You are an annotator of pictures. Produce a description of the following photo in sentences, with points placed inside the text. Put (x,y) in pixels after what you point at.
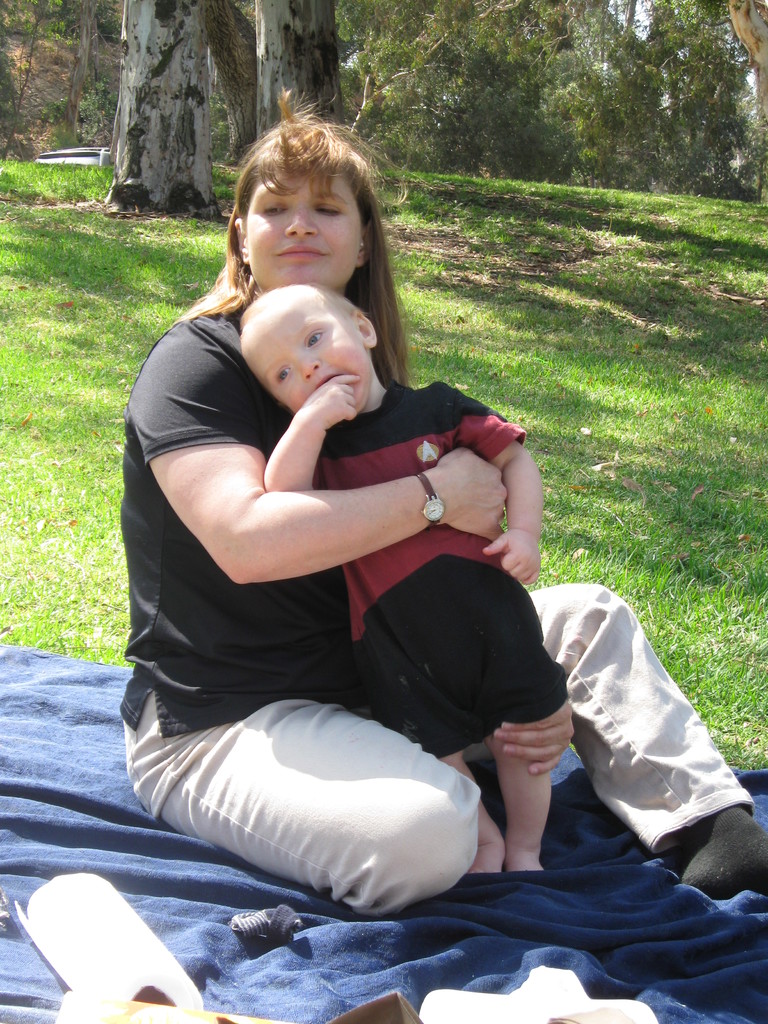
In this picture there is a woman (253,472) wearing black cloth (244,603) is sitting on a blue cloth (321,913) which is on a greenery ground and holding a kid (460,538) in her hands (463,518) and there are trees (377,60) in the background (429,101).
